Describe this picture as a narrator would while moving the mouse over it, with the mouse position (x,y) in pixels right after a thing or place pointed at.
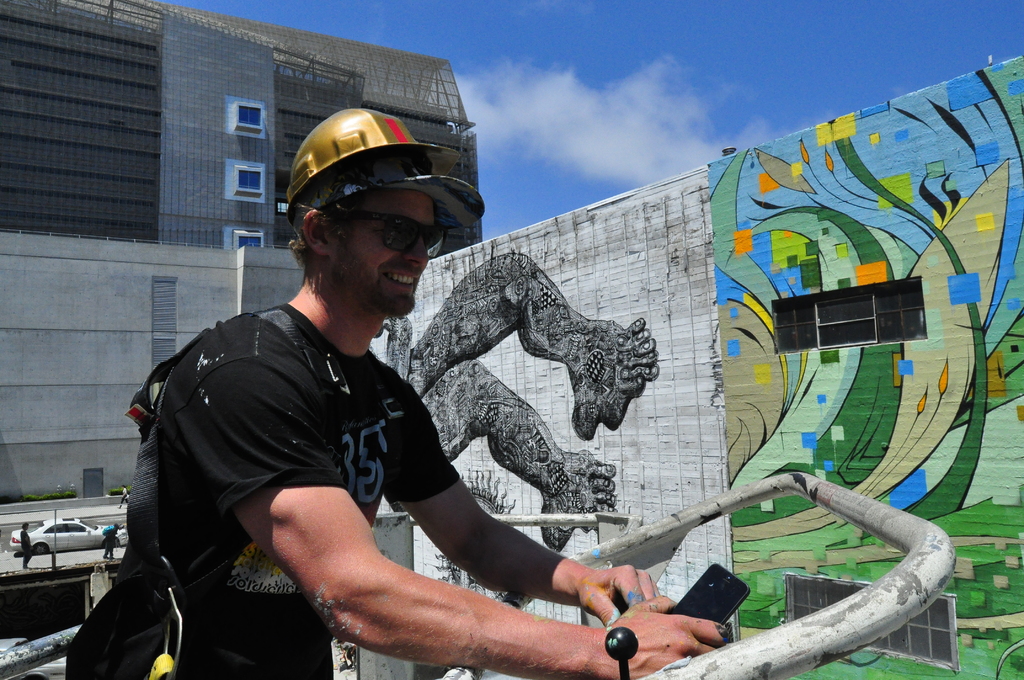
In this image, we can see a person (218,331) wearing a belt (281,320), glasses (382,216) and a cap (334,179) and a helmet (330,141) and holding a mobile (702,612). In the background (173,216), we can see buildings (843,317) and there is a car (59,536) on the road (21,521) and there are some other people (25,548) and some plants (60,495) and a pole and we can see graffiti (859,469) on the wall (689,461) and there are rods (67,637). At the top (622,61), there are clouds (553,78) in the sky (498,55).
